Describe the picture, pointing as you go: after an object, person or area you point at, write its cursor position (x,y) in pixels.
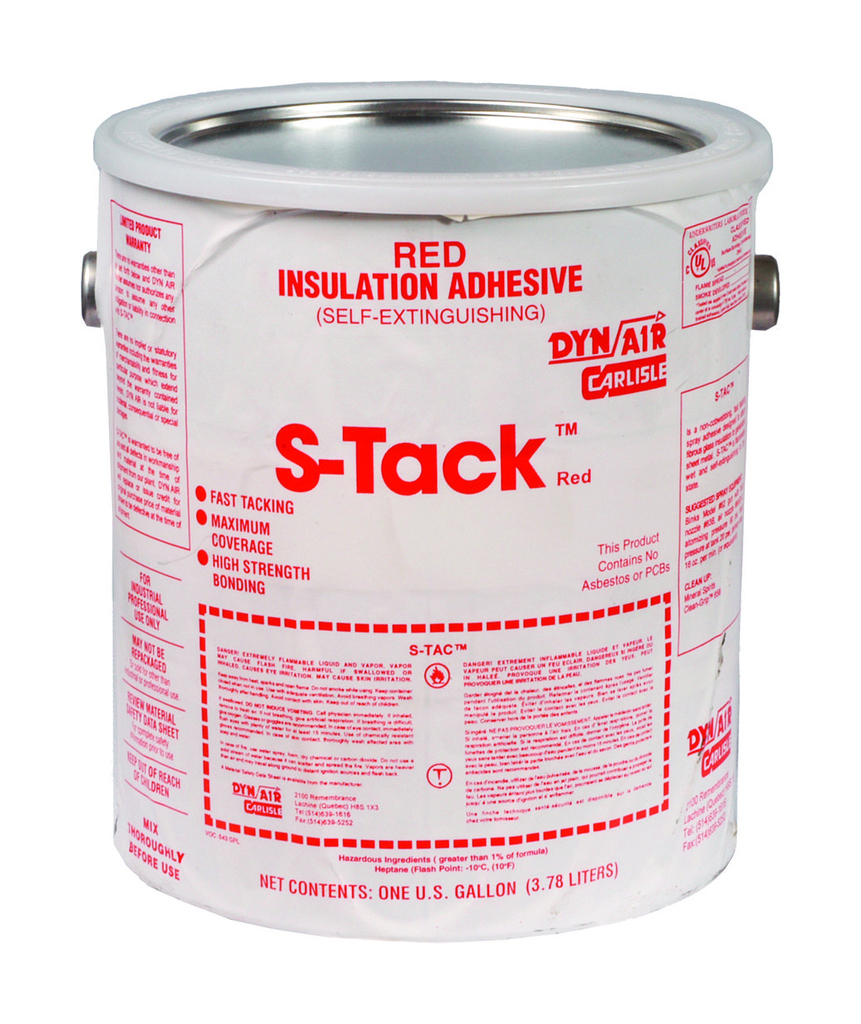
In this picture we can see a white can (400,836) with a white background (273,1009).
